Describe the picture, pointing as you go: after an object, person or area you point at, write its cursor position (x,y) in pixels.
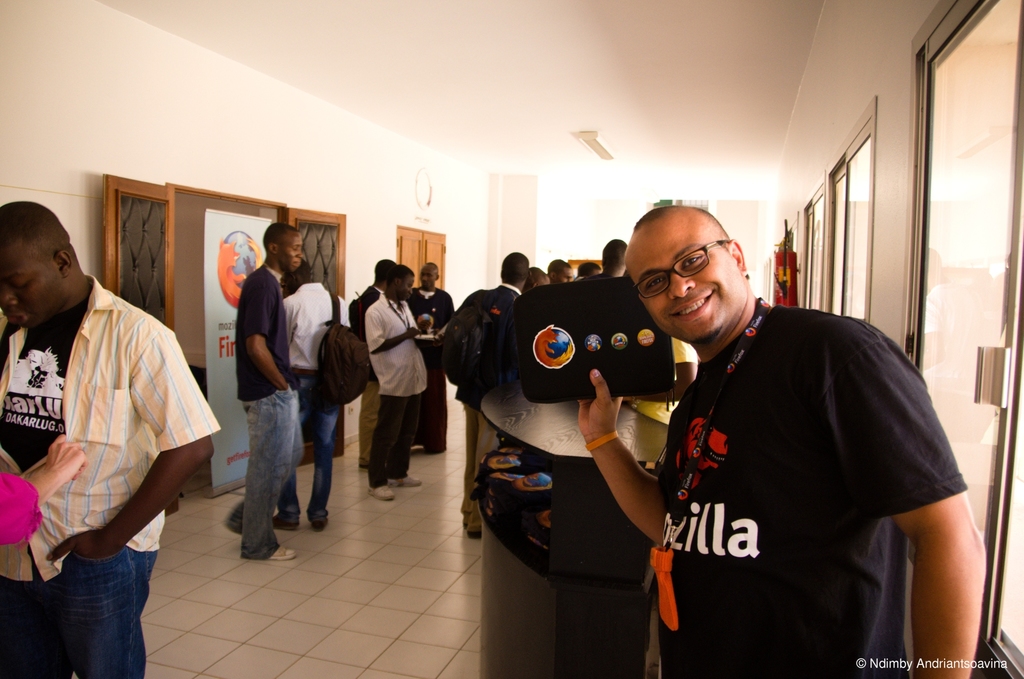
In this image I can see a group of people (150,402) standing. On the right hand side of the image (686,326) I can see a person (639,281) holding an object (653,346) and posing for the picture. I can see windows (872,229) behind him and a fire extinguisher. On the left hand side of the image (168,306) I can see doors (140,227) and a banner (225,230) with some text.
